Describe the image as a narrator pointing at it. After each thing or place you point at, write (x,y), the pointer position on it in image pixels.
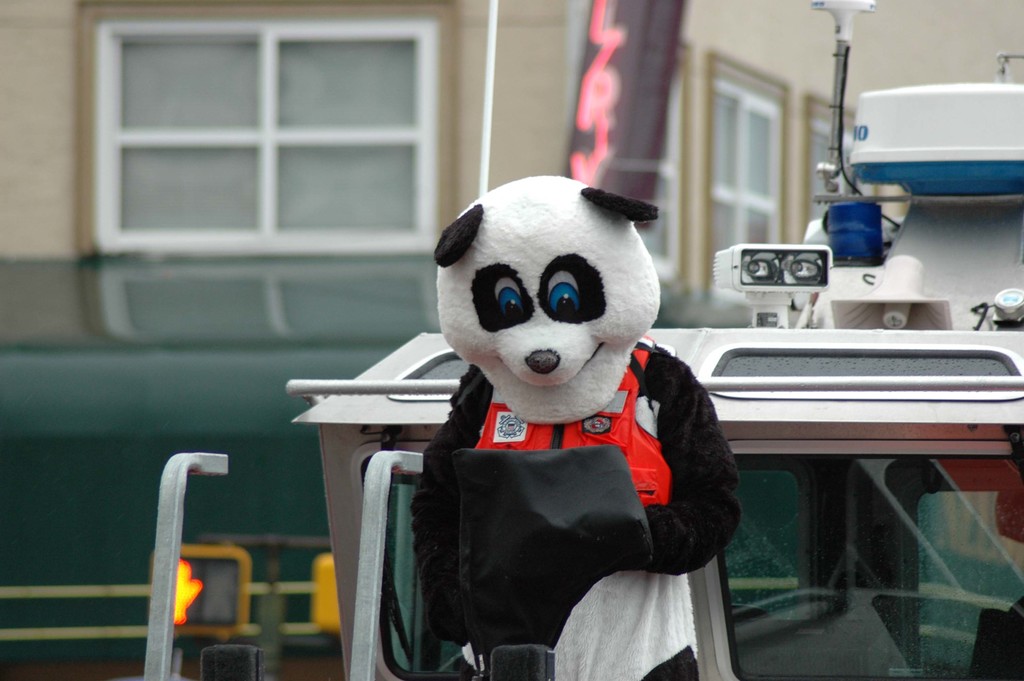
In this image in the center (511,303) there is one toy (642,586) and in the background (707,389) there is some vehicles (811,317), camera (757,283), speaker (889,265) and some other objects (938,147) and on the right side (729,151) there is one building (548,164). In the center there is one hoarding (610,100).
